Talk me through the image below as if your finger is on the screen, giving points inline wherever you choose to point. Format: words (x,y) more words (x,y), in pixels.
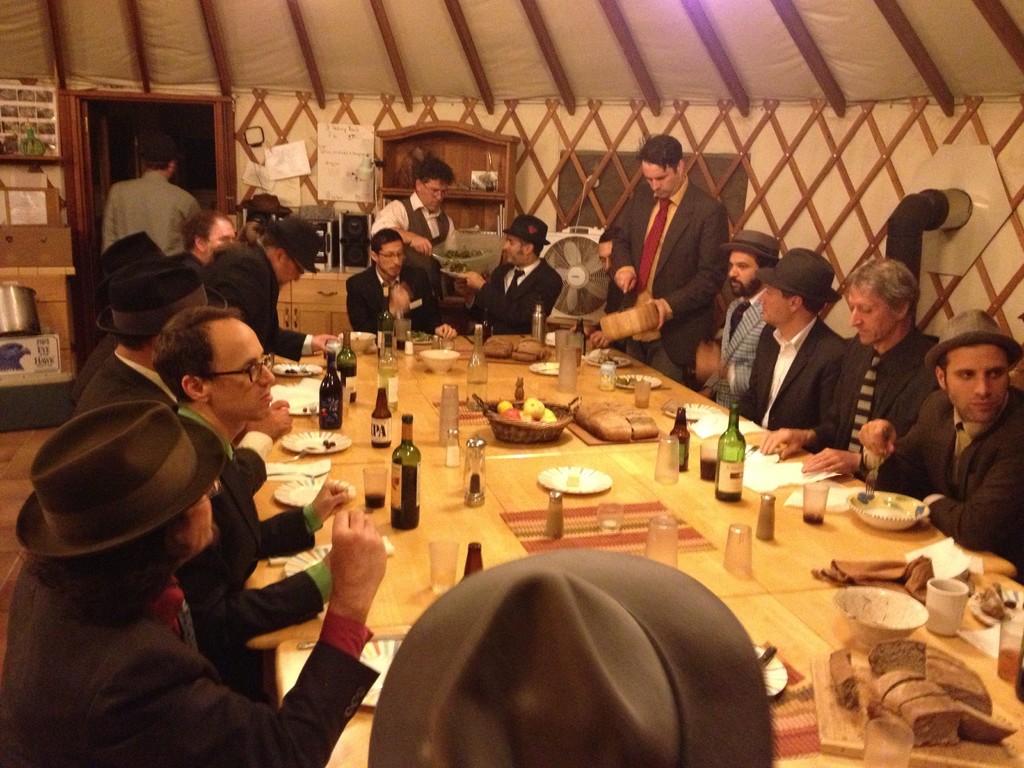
In this picture we can see many men (431,693) seated around a dining table (308,428) and plates (300,400) in front them and few wine bottles (407,429) over the table (373,356) and on the center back there is a cupboard (469,142) and beside the cupboard (470,195) there is a fan (577,286). Many men (528,294) are wearing black suits (355,302) and black caps (108,443) on the top (23,102) there are few pictures (24,142) and utensils (22,299) and beside that there is a man (141,193) on gray shirt (151,192) standing and one man (427,262) in center (454,262) background is serving food (452,255) and on the right (931,679) over the table (937,683) there is bread (881,661) and bowls (884,599).
